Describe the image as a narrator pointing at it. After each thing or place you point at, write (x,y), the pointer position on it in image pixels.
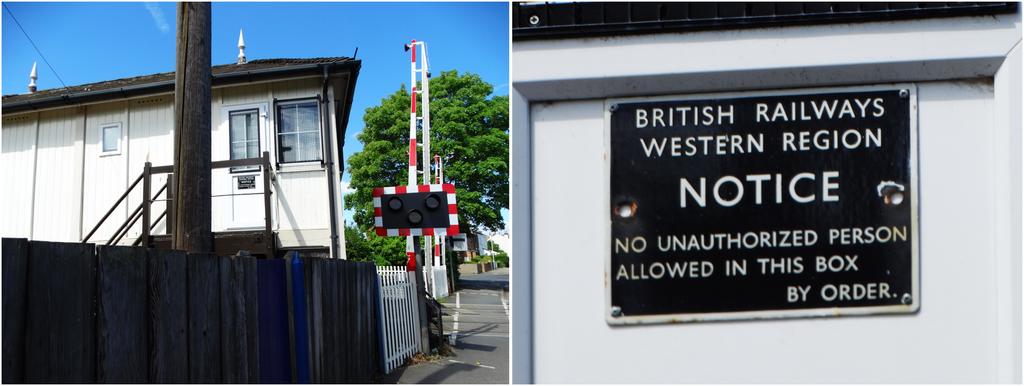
In this picture we can see name board (647,304) on the wall (1008,122), fence (155,349), trees (363,223), footpath (472,285), buildings (254,68) with windows (278,135) and in the background (143,30) we can see the sky (143,30).
